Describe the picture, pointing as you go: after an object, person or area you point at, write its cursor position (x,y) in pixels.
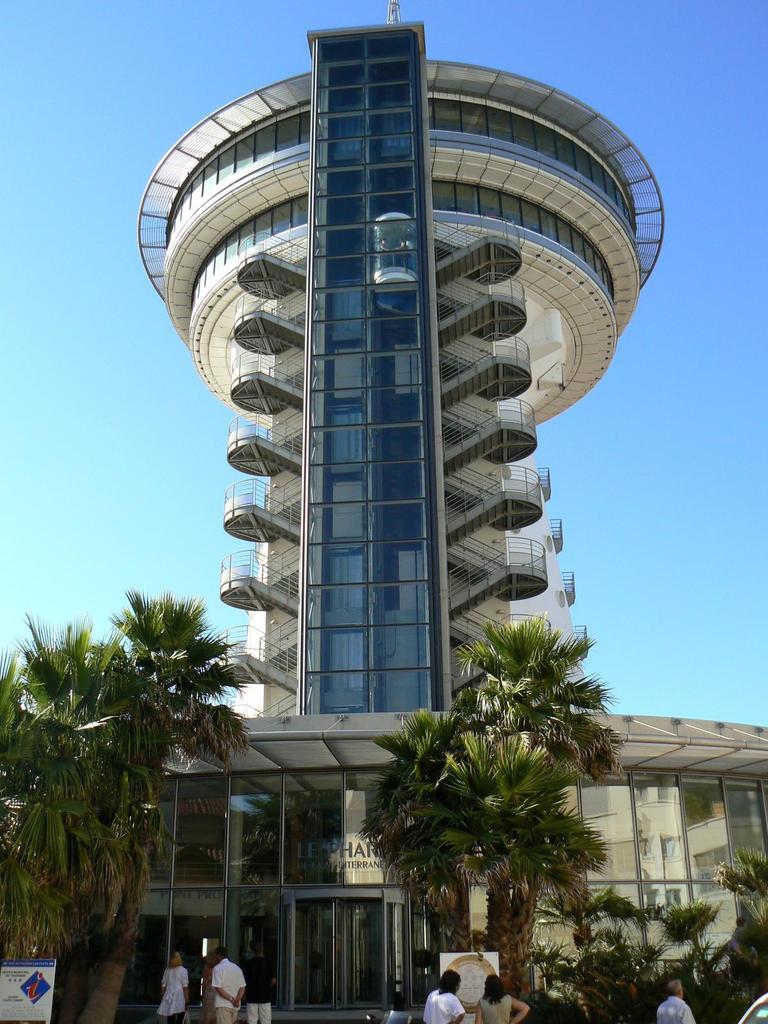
In this image we can see a few people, there is a building (416,473), windows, there are plants (704,993), trees (121,839), there are boards (38,966) with text (38,966) on them, also we can see the sky (69,174).
